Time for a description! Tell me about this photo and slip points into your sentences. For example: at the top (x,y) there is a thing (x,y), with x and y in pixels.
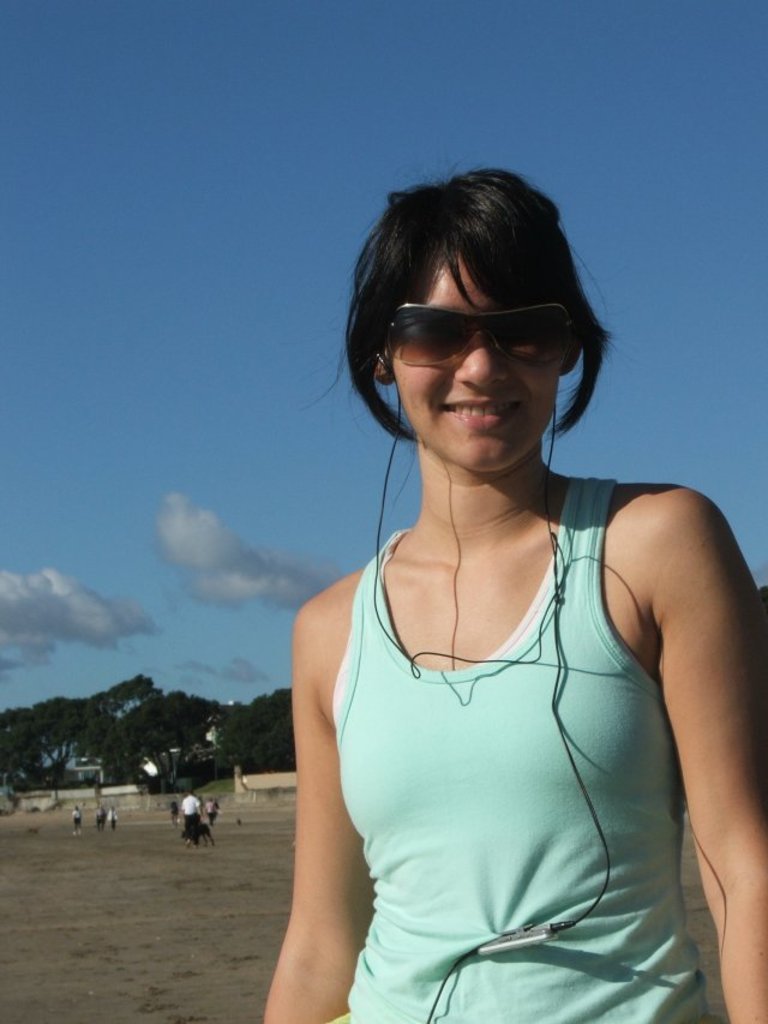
In this image I can see on the right side (659,614) a beautiful woman (594,713) is smiling, she wore top (507,812), spectacles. On the left side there are few people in the ground (85,919). At the back side (168,725) there are trees (180,711), at the top (212,261) it is the sky (190,299).
